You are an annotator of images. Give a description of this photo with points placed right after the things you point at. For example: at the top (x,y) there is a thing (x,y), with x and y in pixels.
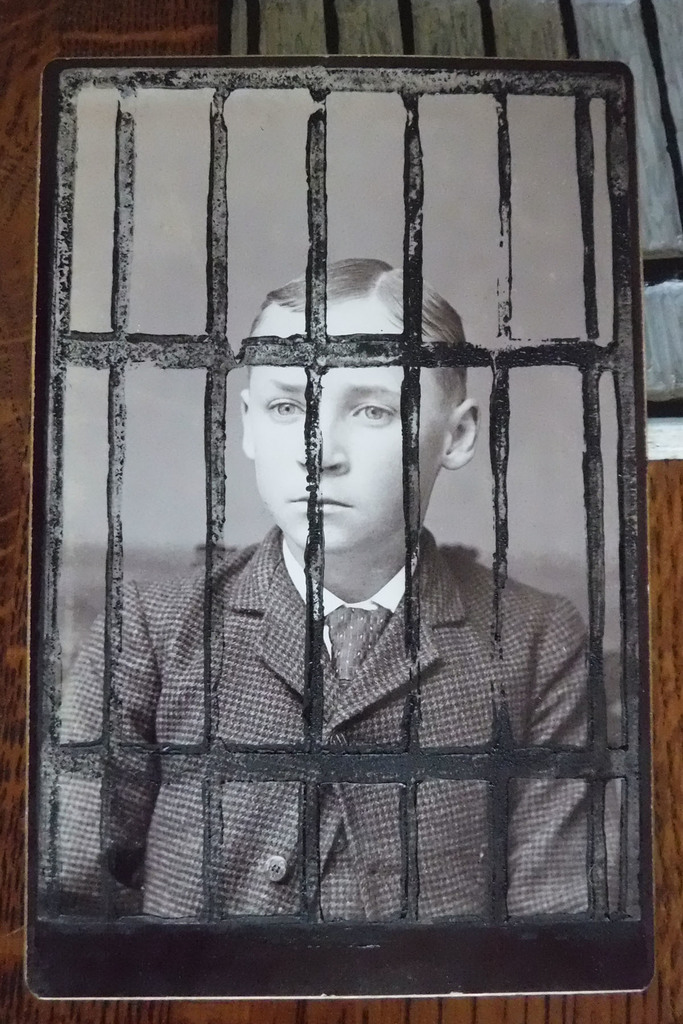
In the image there is a portrait (235,408) of a boy (123,608) kept on a table (156,28).
